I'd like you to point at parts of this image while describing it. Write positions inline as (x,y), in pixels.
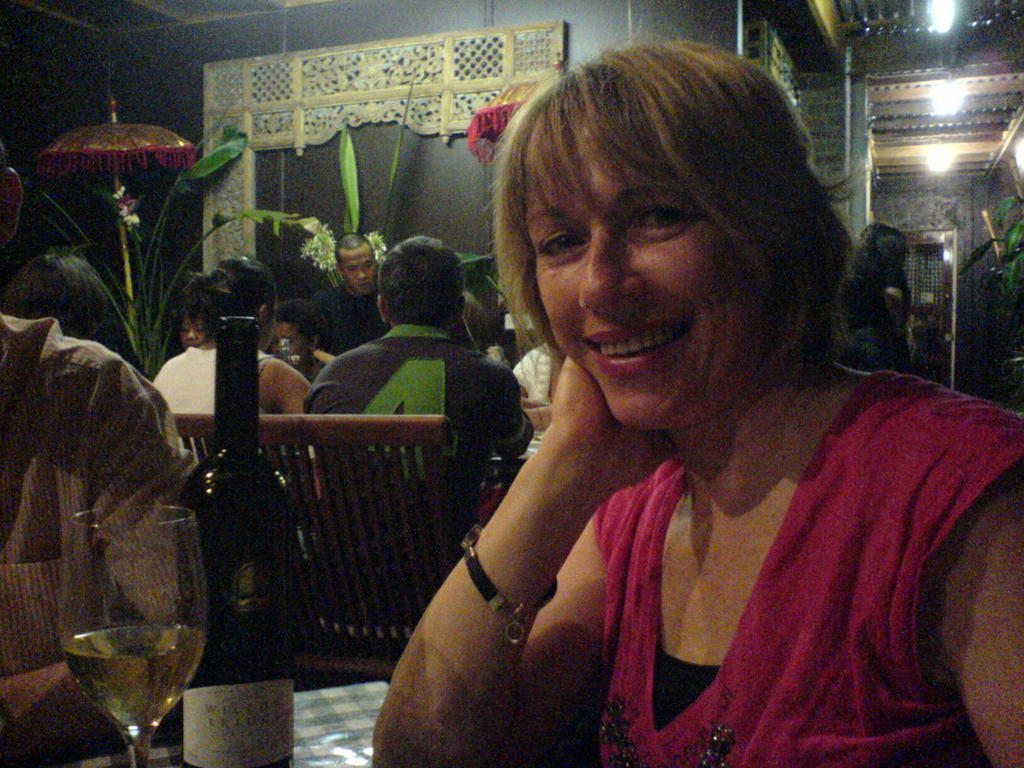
Group of people (510,556) sitting. We can see benches (353,498), tables (364,753) on the table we can see bottle (231,647), glass (96,684). On the background (307,21) we can see wall (336,217), umbrella (123,226), plant (319,231). On the top (944,31) we can see lights (939,88).
